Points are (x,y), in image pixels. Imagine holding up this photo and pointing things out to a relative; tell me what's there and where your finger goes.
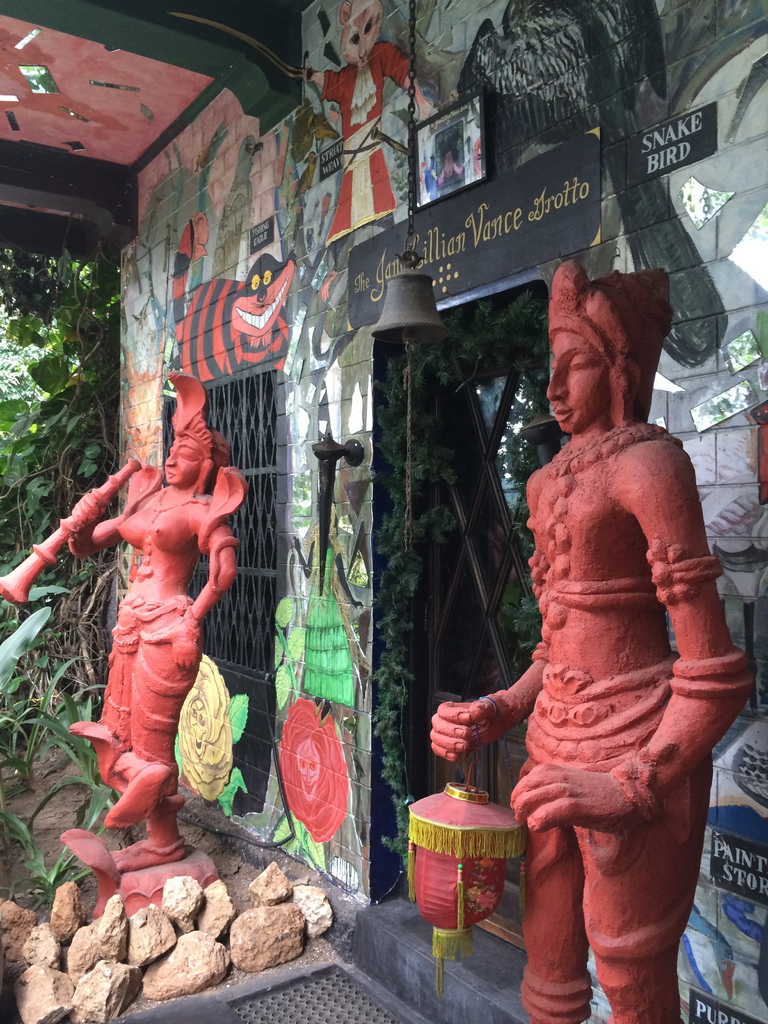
In the picture we can see a house (749,965) with some paintings (315,761) and two idols (185,648) besides the entrance (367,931), which are red in color and some rocks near the idols (644,905) on the path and beside the house (391,804) we can see group of plants (26,625).
